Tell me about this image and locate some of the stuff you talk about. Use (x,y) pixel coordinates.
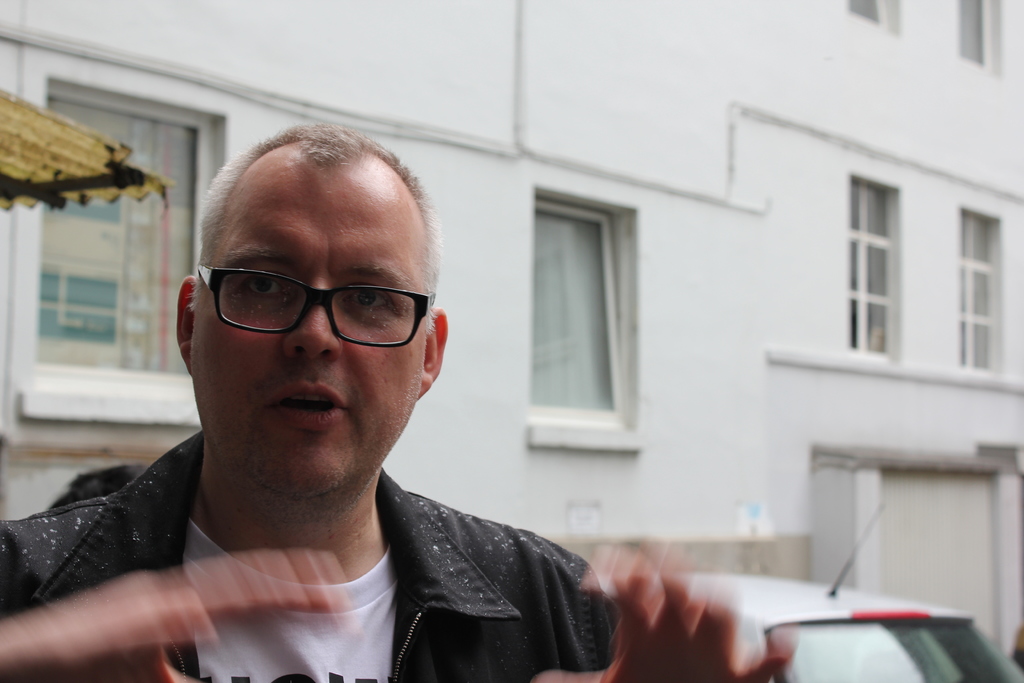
In this image, we can see a person (388,633) and a vehicle (854,618). We can see the wall (738,57) with some windows (602,304). We can also see some object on the left (92,130).
